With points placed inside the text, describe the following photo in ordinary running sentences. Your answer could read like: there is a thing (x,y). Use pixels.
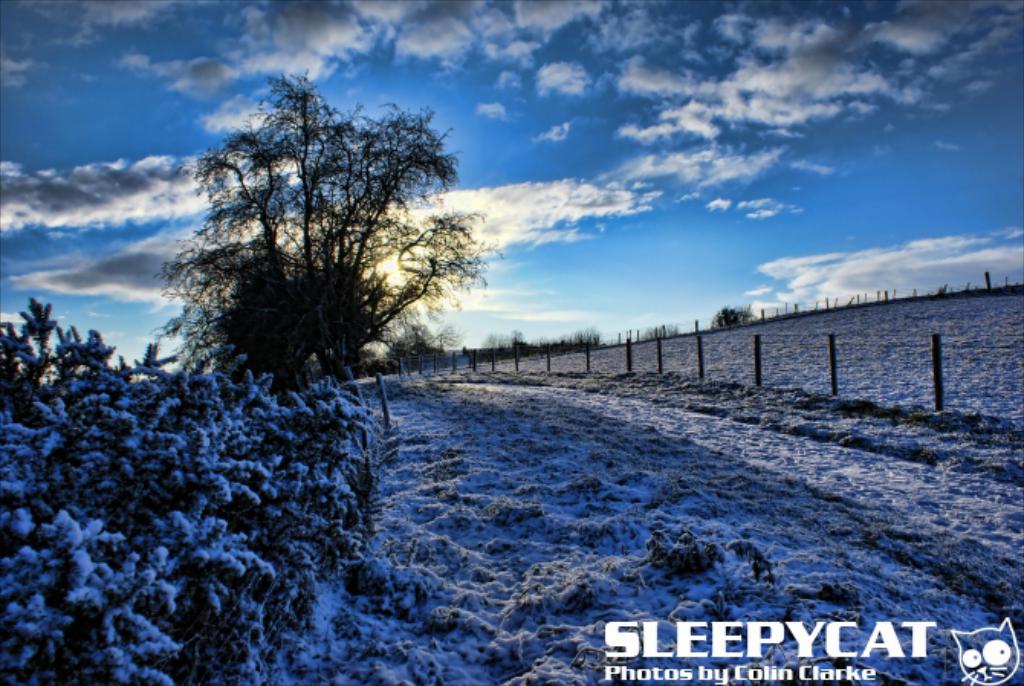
In this picture there are trees (44,400), fields (638,412), fencing (944,384) and snow (451,432). In the background (432,344) there are trees (359,345) and fencing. Sky (953,270) is partially cloudy.
